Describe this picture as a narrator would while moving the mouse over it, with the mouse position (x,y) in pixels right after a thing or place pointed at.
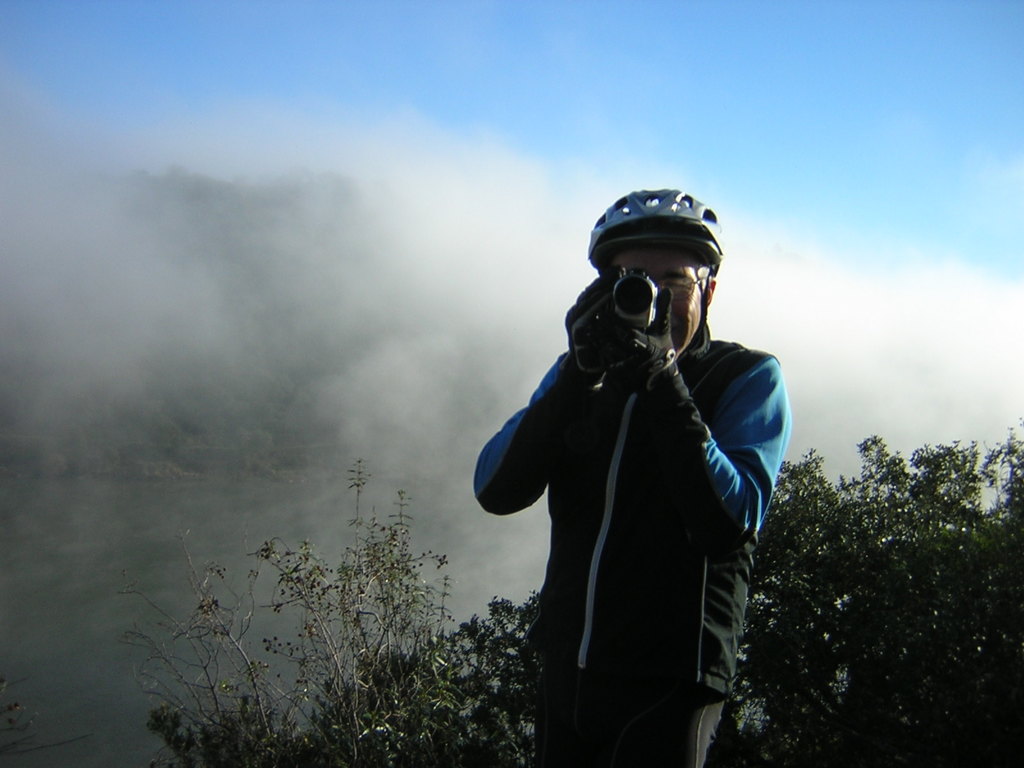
In the image we can see a man (622,397) wearing clothes (585,381), spectacles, helmet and holding a camera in his hands (591,360). Here we can see the plants (855,599) and the foggy sky (412,398).
